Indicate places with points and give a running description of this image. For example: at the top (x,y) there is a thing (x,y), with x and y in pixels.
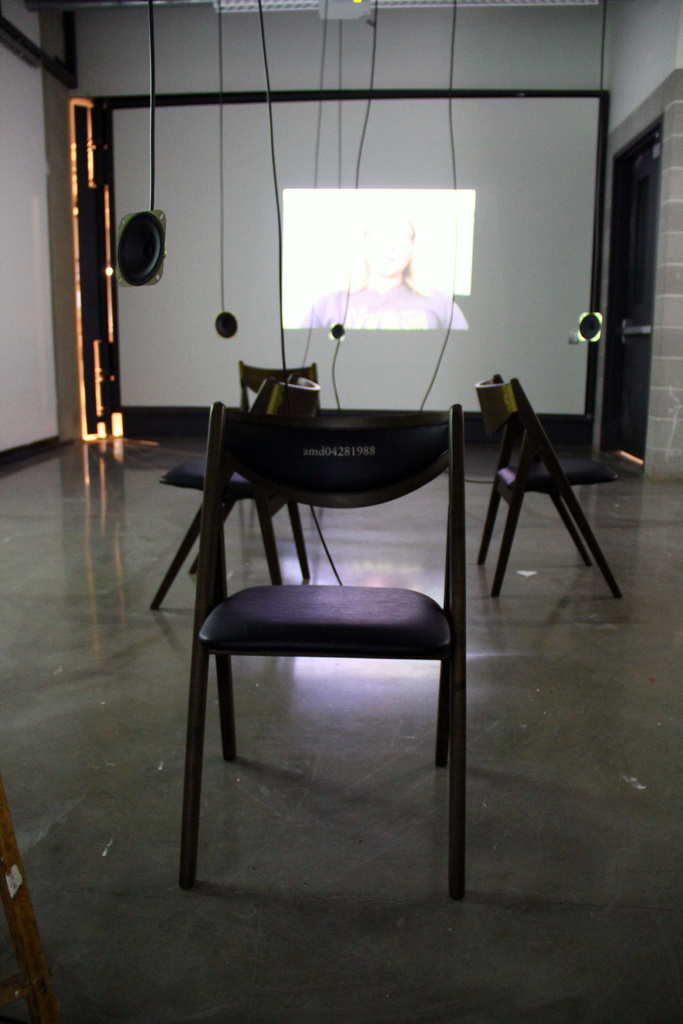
Here in this picture we can see some chairs (416,473) present on the floor (474,509) and in the middle (232,353) we can see a projector screen (128,386) with something projected on it and we can also see speakers (162,251) and cable wires (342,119) present and on the right side (616,313) we can see a door (634,261) present.
